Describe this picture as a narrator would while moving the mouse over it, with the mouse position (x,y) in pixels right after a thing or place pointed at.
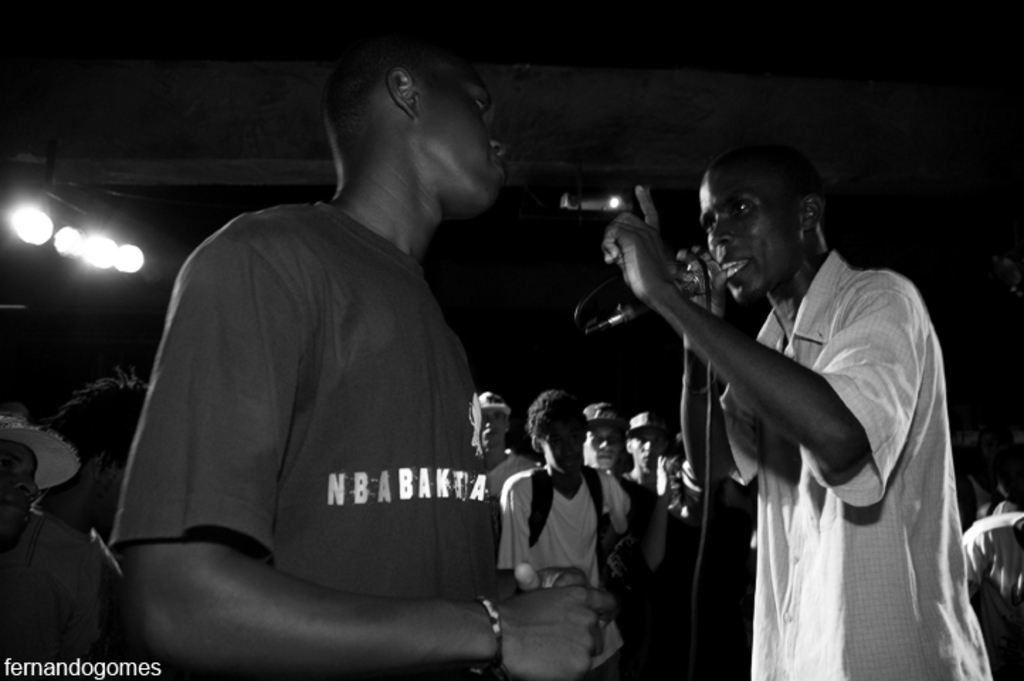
The person (734,346) in the right (865,379) is standing and speaking in front of a mic (701,289) and there is another person (413,363) standing in front of him and there are group of people (537,439) in the background (645,446).
